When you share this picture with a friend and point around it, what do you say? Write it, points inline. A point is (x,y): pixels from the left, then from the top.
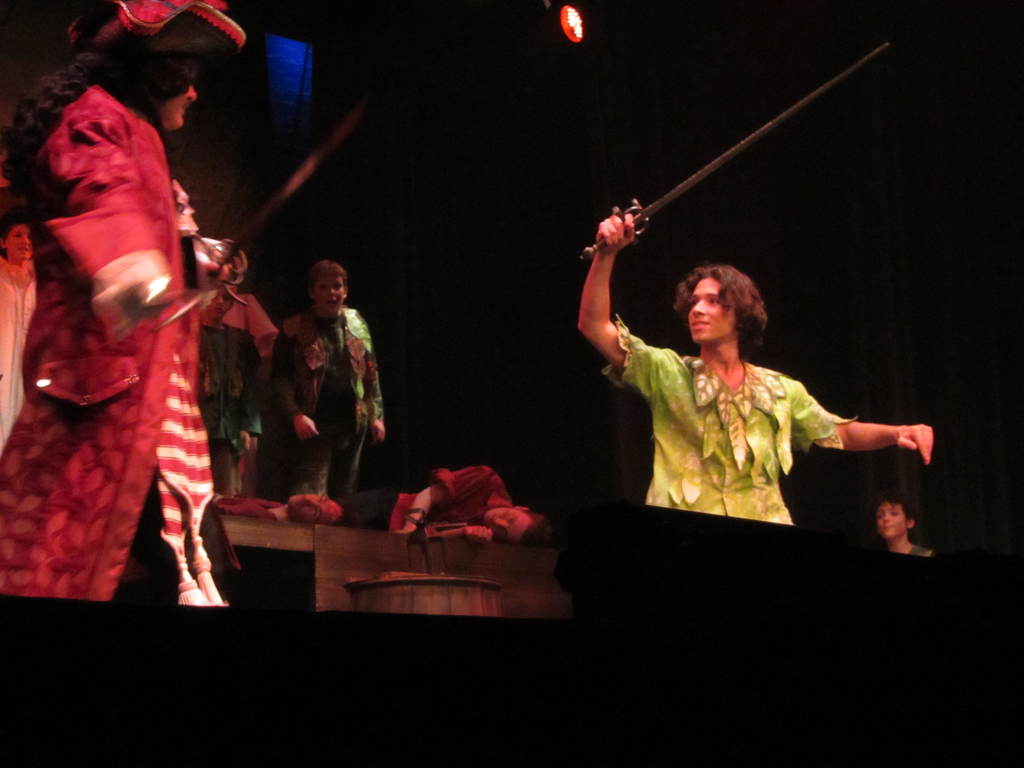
In this image we can see a group of people (518,539) on the stage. In that some are lying on the floor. We can also see a wooden barrel (459,586) and a light (576,20). In the foreground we can see two people (190,333) standing holding the swords (219,283).
